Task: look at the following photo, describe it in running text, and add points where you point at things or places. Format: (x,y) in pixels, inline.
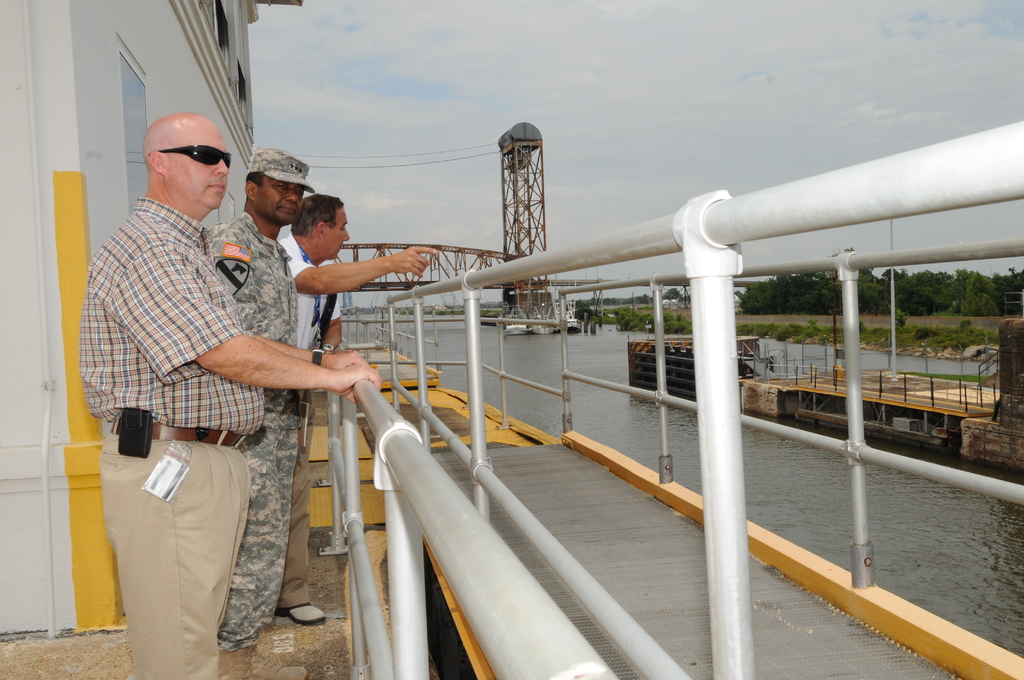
In this picture, we see three men (228,344) are standing. In front of them, we see the railings (466,462). Behind them, we see a wall (104,172) in white color. They might be standing in the ship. Here, we see water (527,358) and this water (536,400) might be in the lake (608,444). On the right side (870,388), we see an object (882,381) which looks like a boat (831,414). Behind that, there are trees (752,292). In the background (482,264), we see an arch bridge (447,255). At the top of the picture (684,118), we see the sky (430,139).
